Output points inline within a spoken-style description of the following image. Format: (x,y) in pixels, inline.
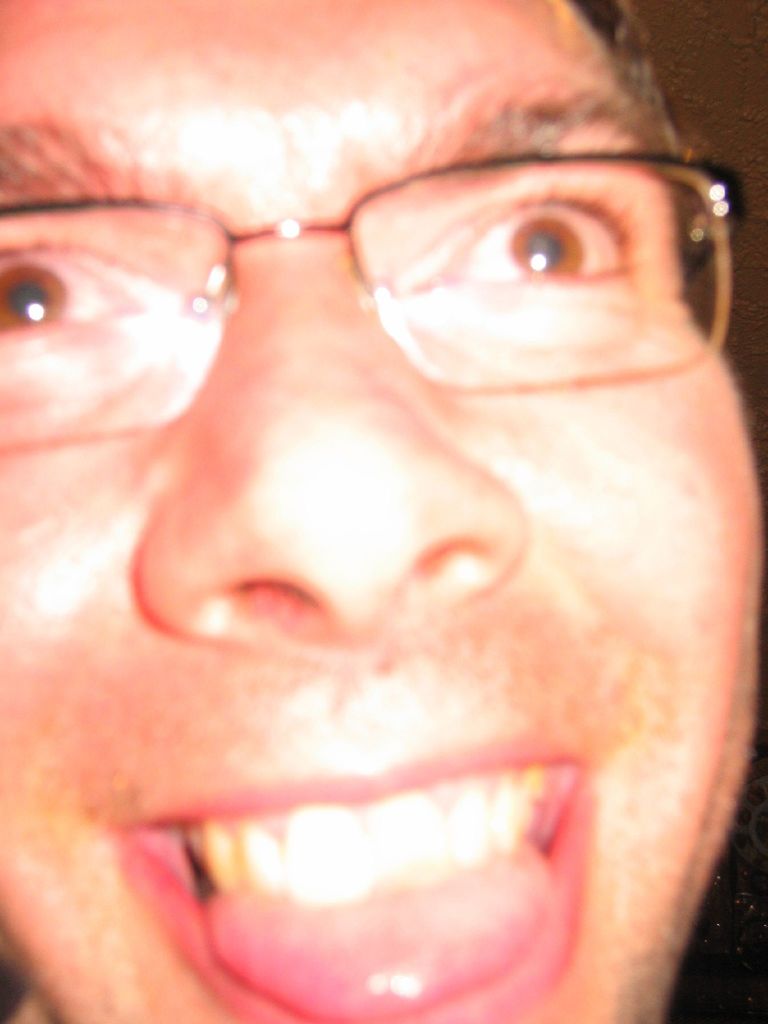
In the image there is a person (618,775) showing tongue (266,967), he is wearing glasses (490,338).
